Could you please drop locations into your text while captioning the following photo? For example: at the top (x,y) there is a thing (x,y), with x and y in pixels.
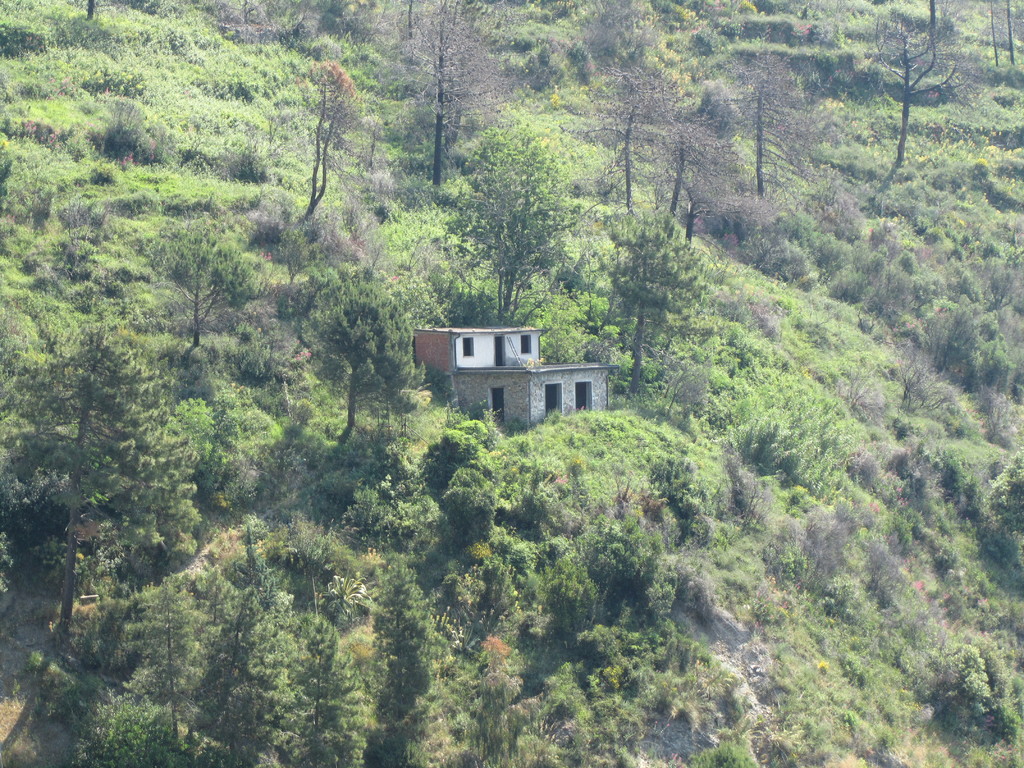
In this image I can see a huge mountain (621,540) on which I can see few trees (232,588) which are green, brown, ash and black in color. I can see a building (502,365) which is white, brown and ash in color.
